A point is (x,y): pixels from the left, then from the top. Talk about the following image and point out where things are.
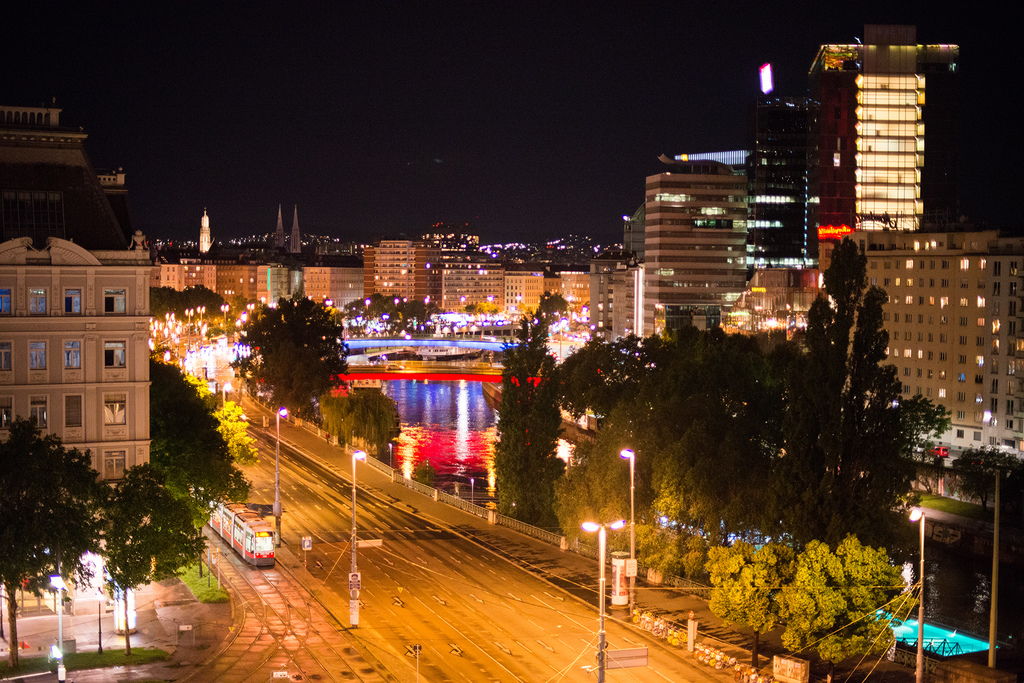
In this image I can see on the left side (235,507) a train (253,562) is moving, there are trees (2,494) on either side and there are buildings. In the middle (419,427) there is the pond (492,416), at the top (458,92) it is the sky (446,111).
